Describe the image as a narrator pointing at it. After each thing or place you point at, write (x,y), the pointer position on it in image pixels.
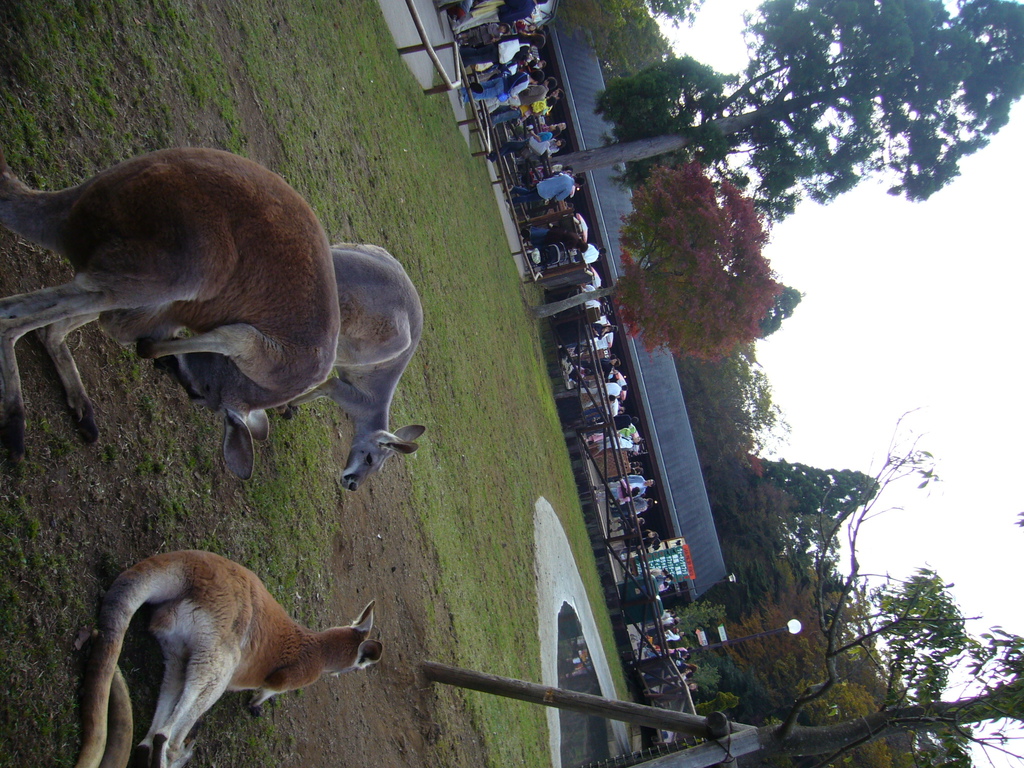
In this image we can see a few people (685,669), there are three animals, there are trees (688,379), poles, fencing (647,566), there is a shed (717,571), and a light pole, also we can see the sky (808,257).
